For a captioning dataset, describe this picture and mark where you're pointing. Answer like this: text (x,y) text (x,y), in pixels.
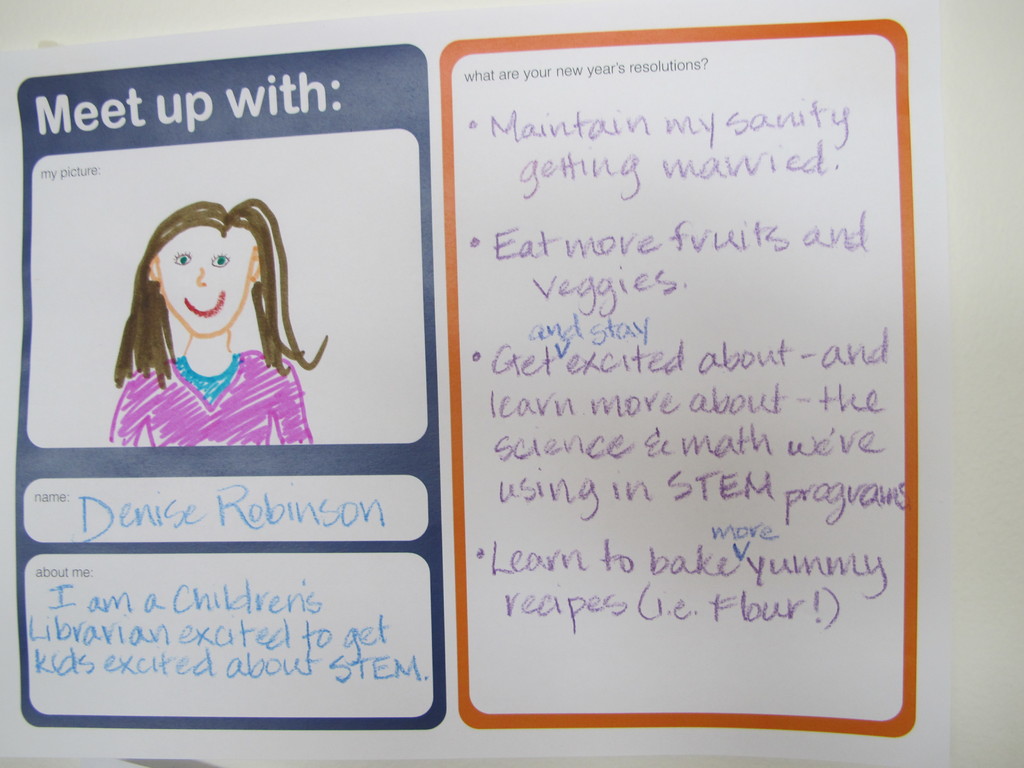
In the center of the image (528,443) we can see a poster (643,435) pasted on the wall (976,350). In this image there is a painting (204,342) of a girl (215,306) and we can see text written on the paper (517,704).
